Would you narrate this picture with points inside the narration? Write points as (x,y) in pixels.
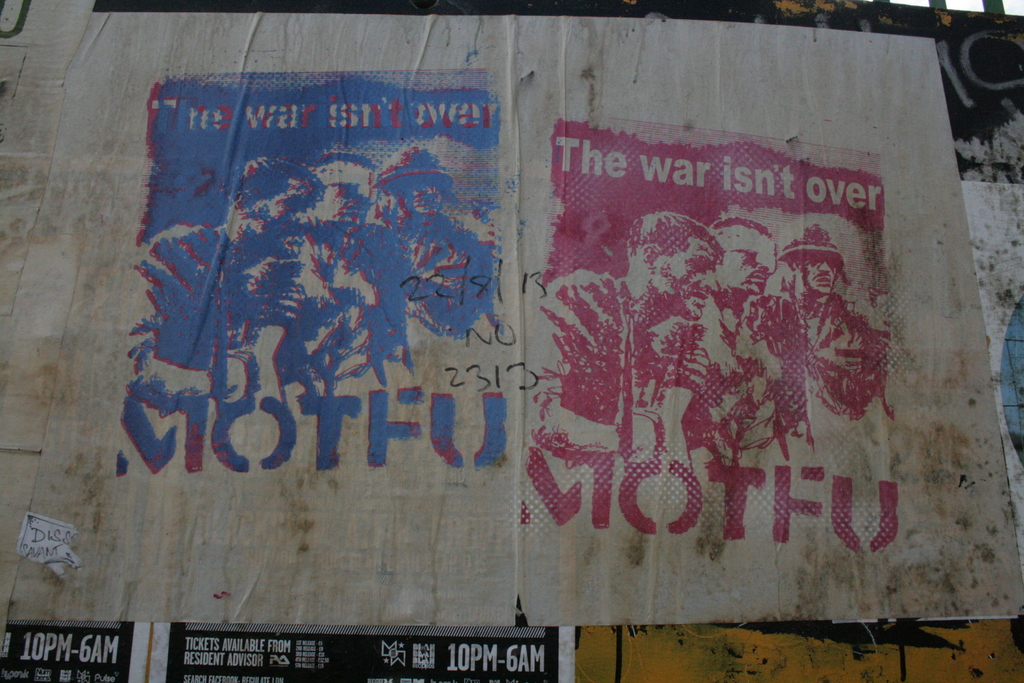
In this image I can see a poster (296,257) with some text (436,279). In the left bottom corner (2,681) I can see some stickers (206,647) with some text (498,661).
